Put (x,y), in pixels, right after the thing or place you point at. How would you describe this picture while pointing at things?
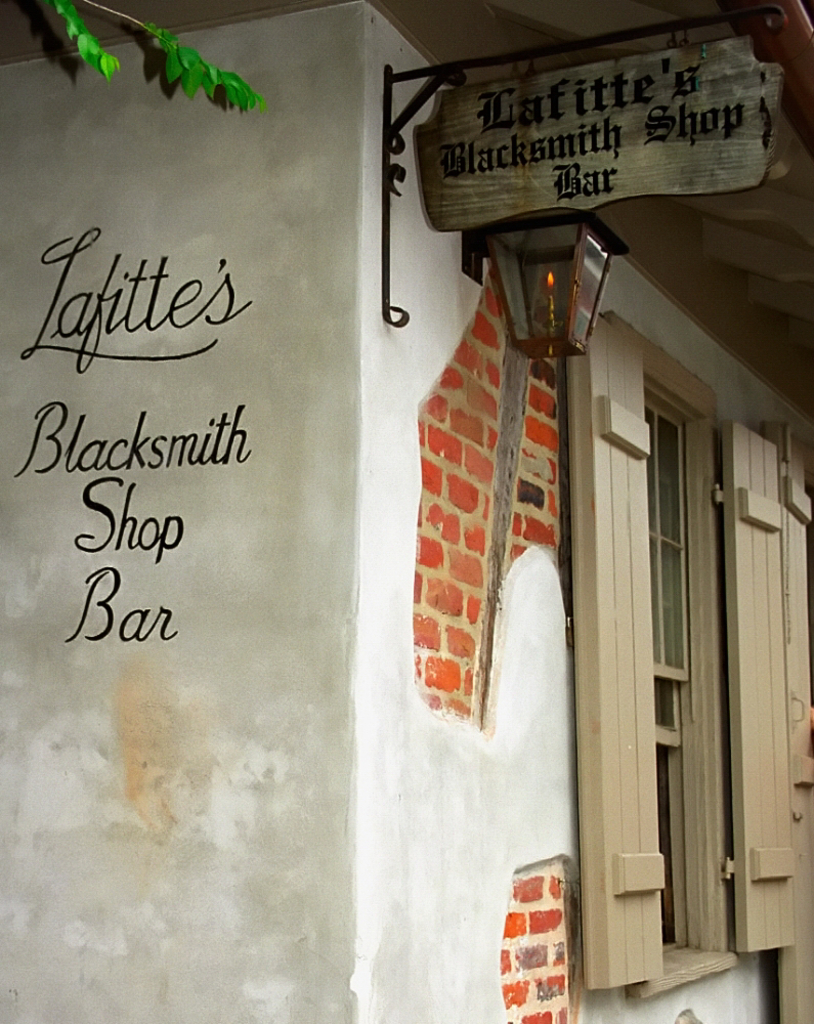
In this image, on the right side (675,520), we can see a window (717,622) with wood doors (803,577). In the middle of the image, we can also see a hoarding (564,188). On the left side (219,775), we can see a wall (187,362) with some text (187,471) written on it. At the top (481,36), we can see a plant (101,42) and a roof (698,212).
